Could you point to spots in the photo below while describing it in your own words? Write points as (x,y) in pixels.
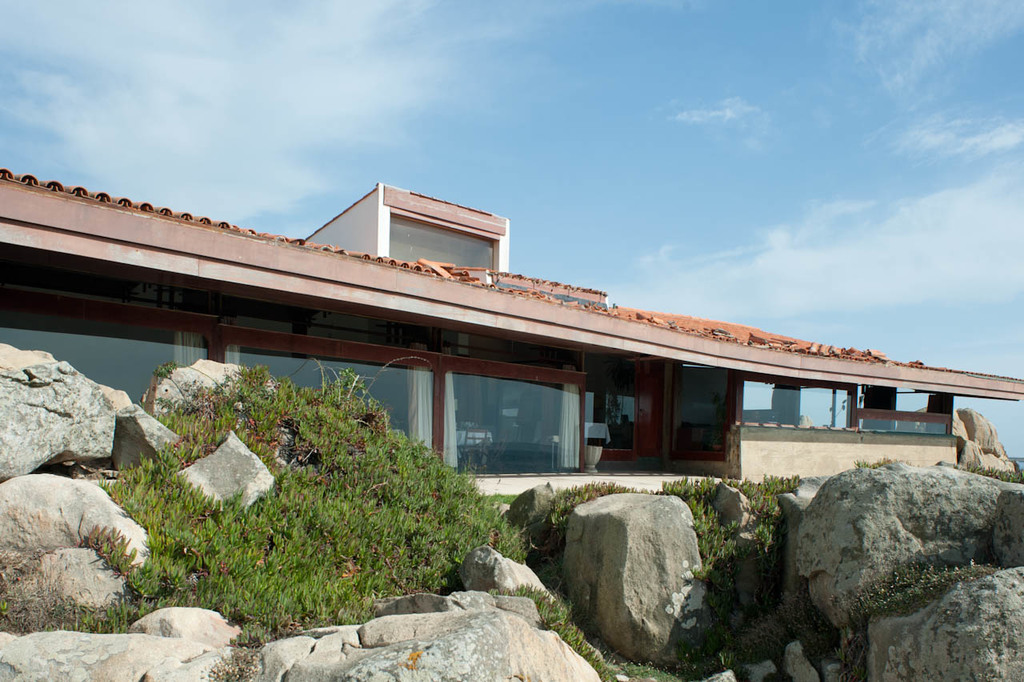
In the foreground of this image (409,535), we can see few stones (659,573) and the grass (364,515). In the background (433,369), there is a building (395,293) and curtains (448,436) to the glass (513,413). On the top (616,56), there is the sky (555,53) and the cloud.
